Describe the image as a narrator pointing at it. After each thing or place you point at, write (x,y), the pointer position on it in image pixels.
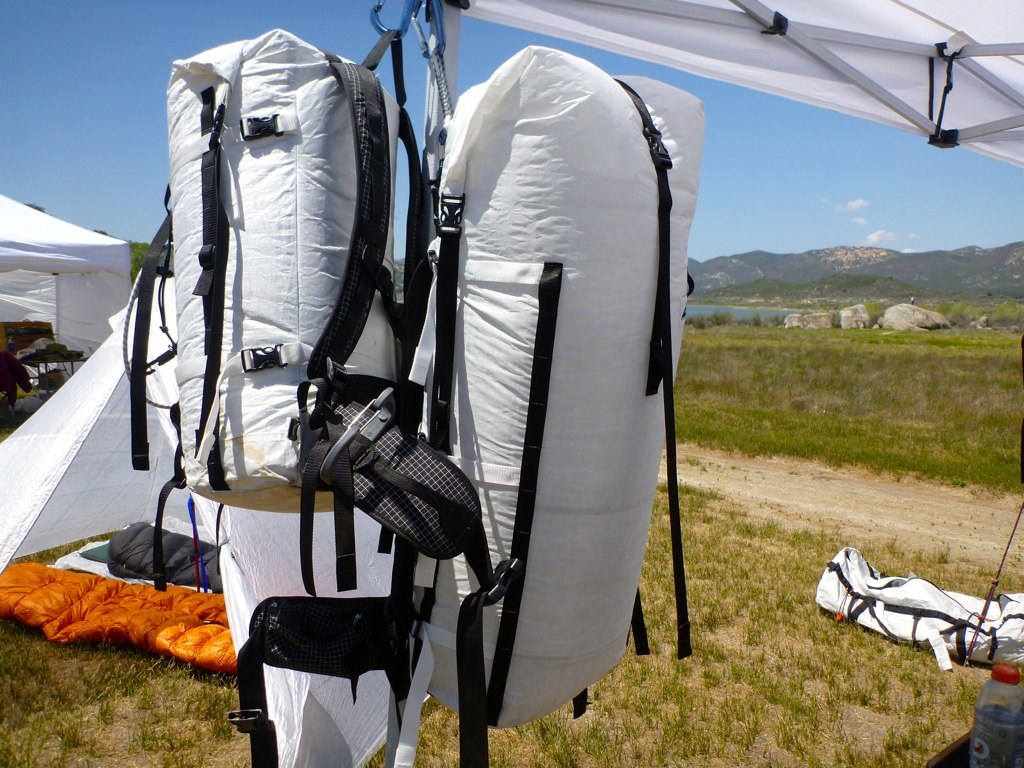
we observe trekking equipment (127,372) in this picture, there are two white bags (563,277) hanged to the roof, there is also a orange color quilt (97,602) kept on the floor (705,328). In the background (744,266) we observe lake (751,314) and mountains (829,273).
